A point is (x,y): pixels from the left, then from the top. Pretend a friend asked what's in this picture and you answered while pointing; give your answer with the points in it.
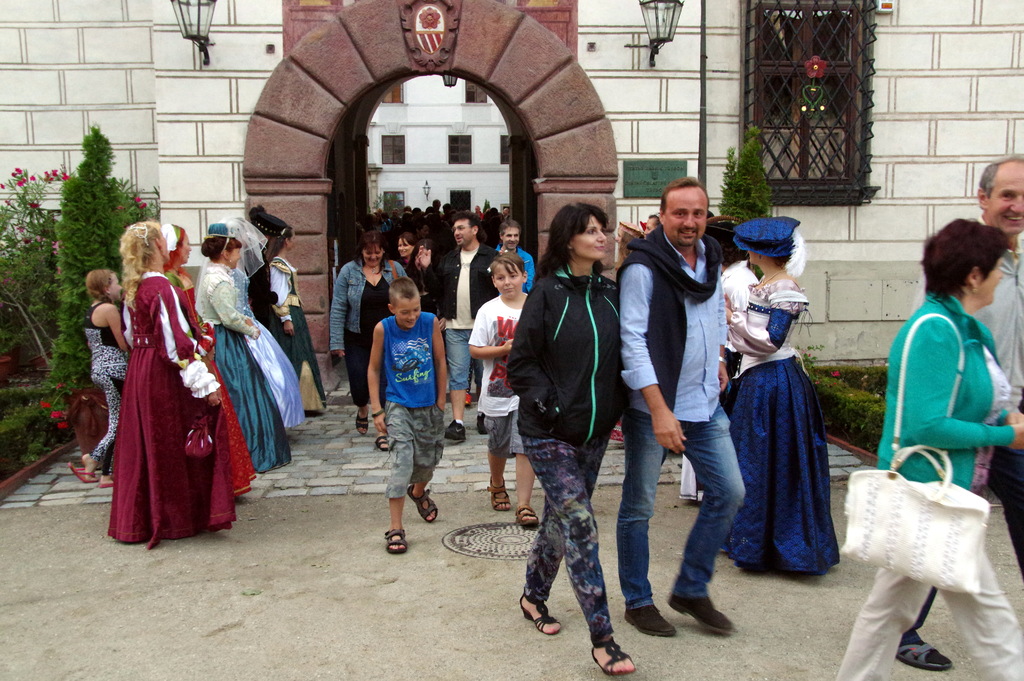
In this picture, we can see a few people (724,218) and we can see the wall (287,40) with some objects (662,15) on it like lights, pole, net (839,11) and we can also see an arch (497,31), plants (64,384), flowers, building (462,107) with windows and we can see the ground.
